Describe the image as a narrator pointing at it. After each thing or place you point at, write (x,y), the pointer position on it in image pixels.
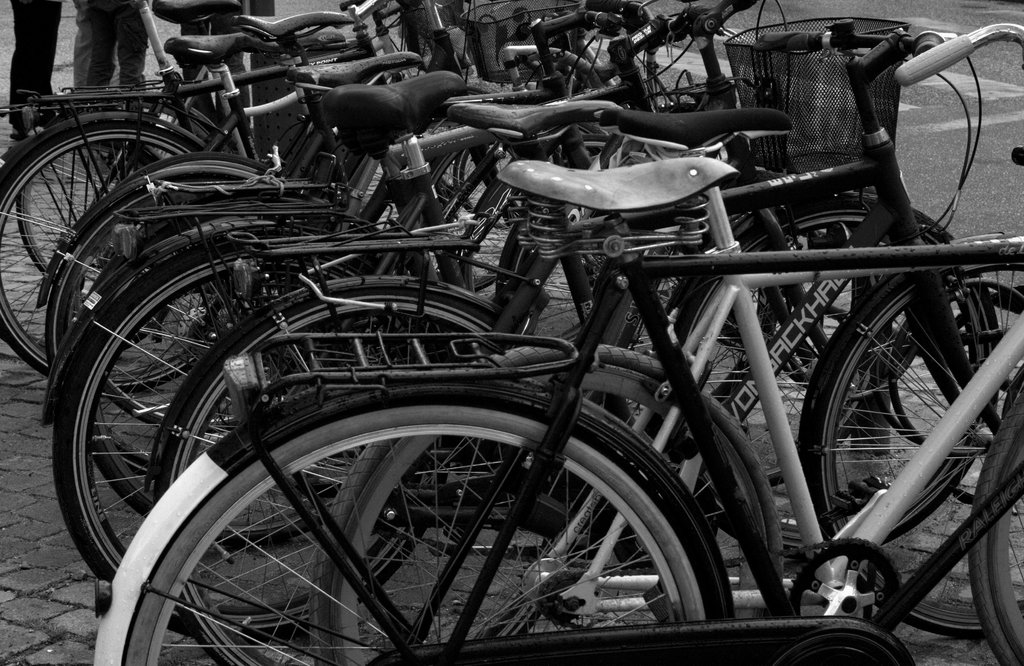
In this picture we can see few bicycles (359,160) and legs (49,55) of few persons (101,62), it is a black and white photography.
